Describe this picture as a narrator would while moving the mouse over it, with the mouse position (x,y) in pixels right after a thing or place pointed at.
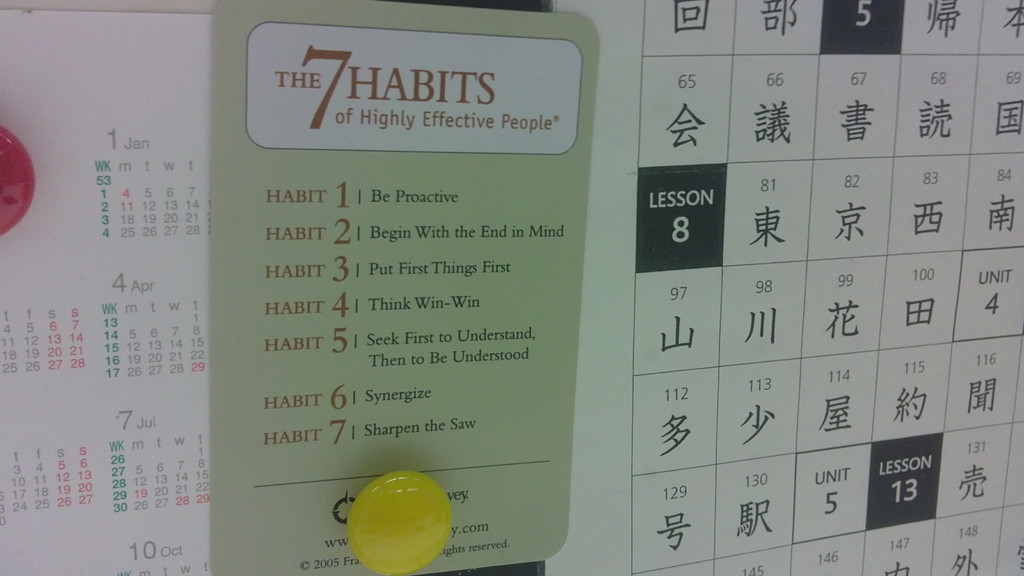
In this image, we can see a poster (321,254). On the poster (418,467), we can see yellow color object (374,529). Here there is a calendar (56,441) we can see with some text (674,454), numbers (976,540) and symbols (1023,556). On the left side of the image (5,171), we can see an object (16,180).
